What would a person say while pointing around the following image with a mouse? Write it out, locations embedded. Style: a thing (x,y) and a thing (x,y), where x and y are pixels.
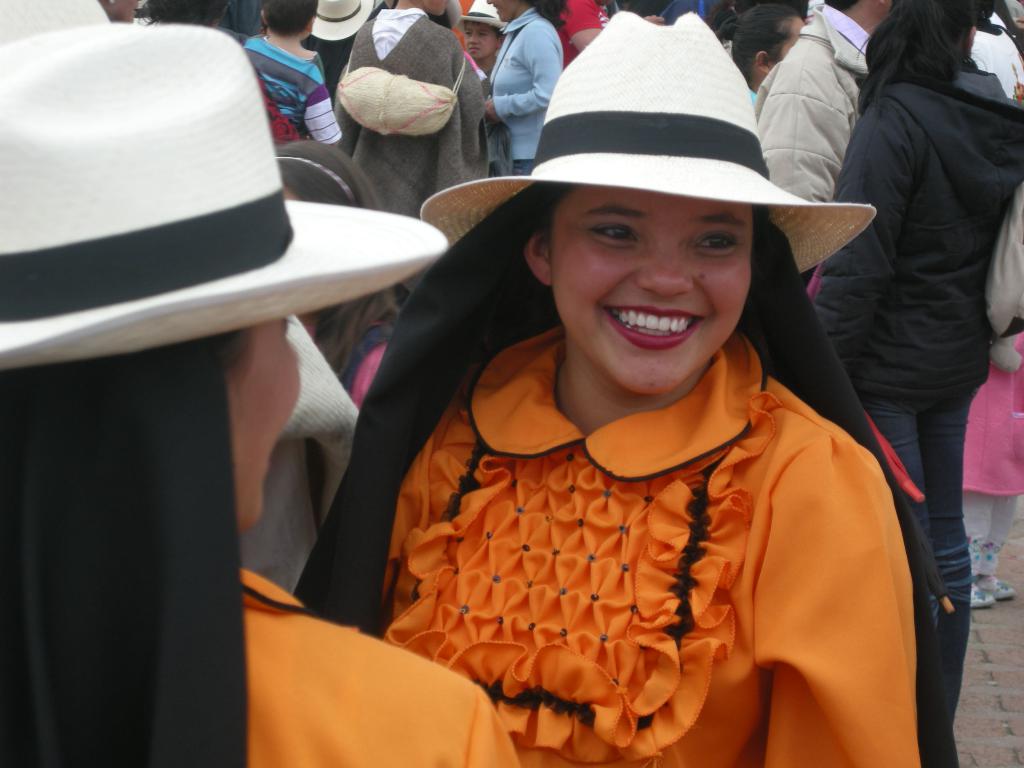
In this picture we can see some people (520,124) are standing, a woman (657,369) in the front (681,604) is smiling, these two persons (581,344) wore caps (415,264).
